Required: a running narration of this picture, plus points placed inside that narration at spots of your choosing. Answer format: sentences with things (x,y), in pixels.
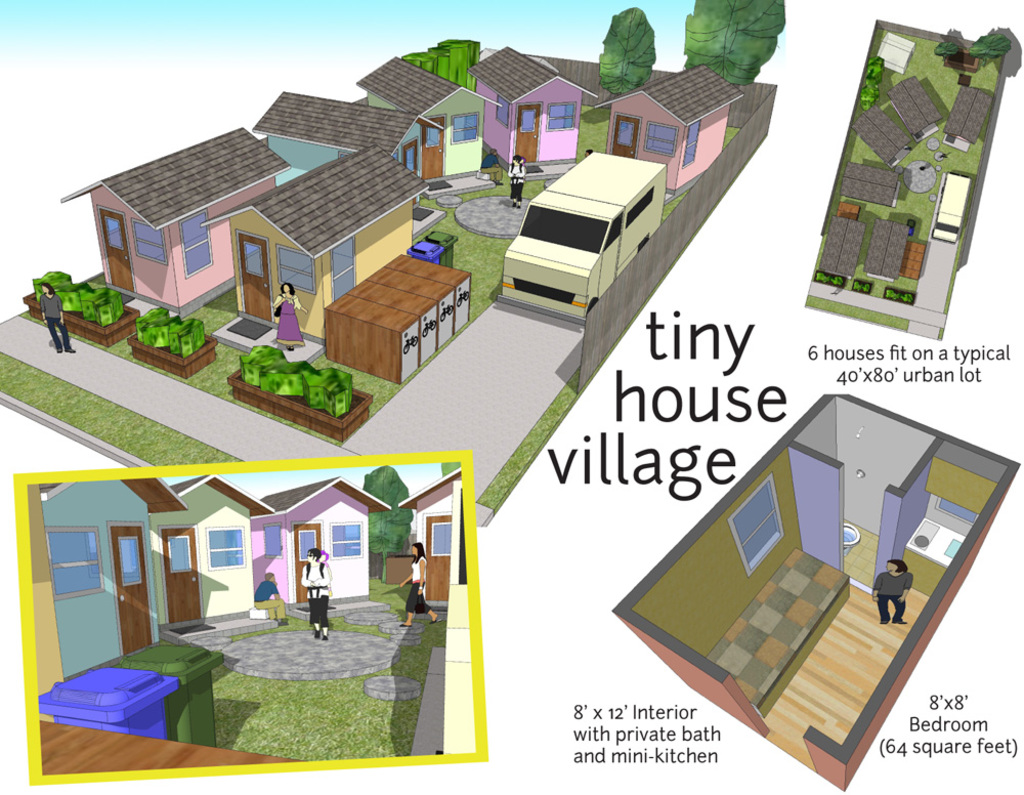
This is an animated image. In this picture, we see many people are standing. We see many buildings (329,271), trees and a vehicle (570,273) in white color in this picture. In the middle of the picture (654,350), we see some text (658,325) written in black color. In the background (686,407), it is white in color. In this picture, we even see garbage bins (147,675) and the washroom (831,540).
